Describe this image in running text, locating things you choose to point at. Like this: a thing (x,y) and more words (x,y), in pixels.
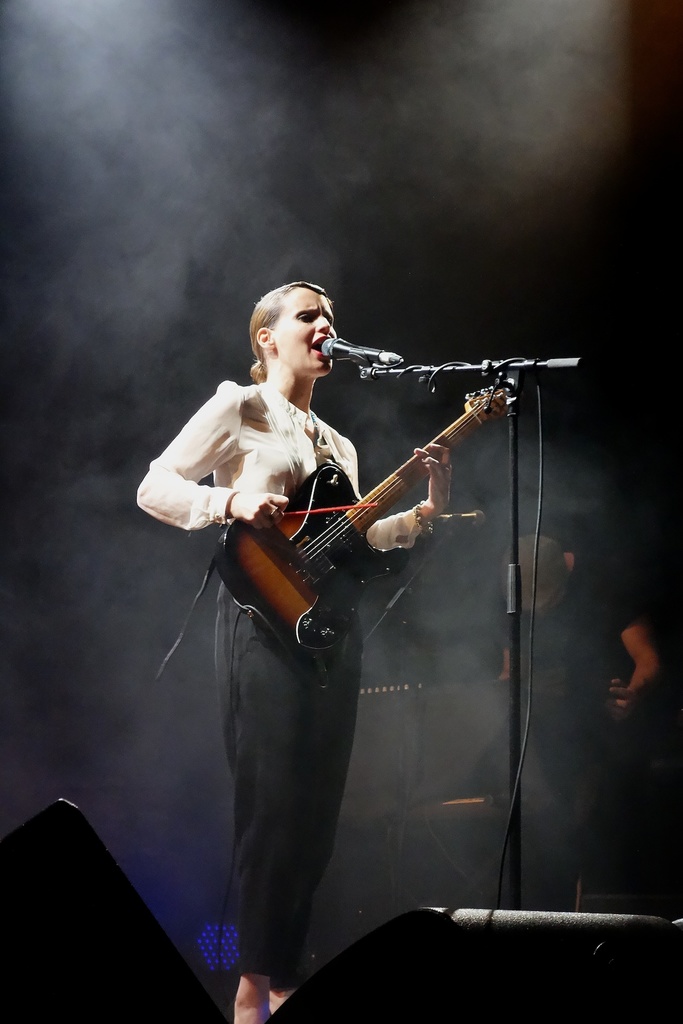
This is a picture in a concert. In the center of the image (309,355) there is an woman (254,930) standing and singing, she is playing guitar (274,612), in front of her there is a microphone (351,355). In the background (635,653) there is a person (547,598) standing and playing music instrument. There is smoke (551,145) in the background (177,132).
